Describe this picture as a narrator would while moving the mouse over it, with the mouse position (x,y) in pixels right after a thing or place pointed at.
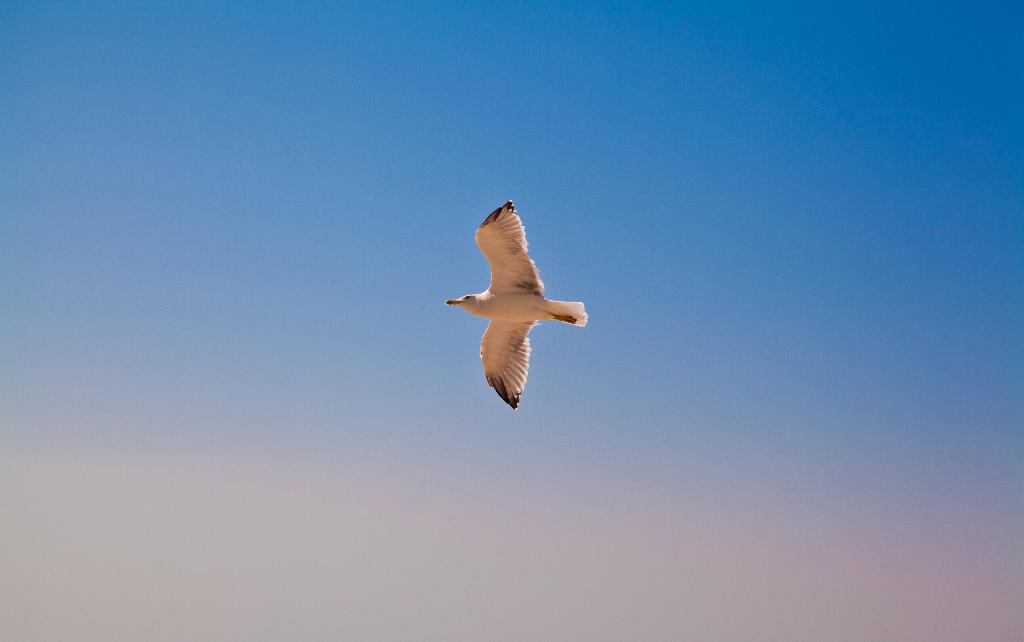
In this image, we can see a bird (532,320) is flying in the air (482,193). Background (332,251) there is the sky (664,538).
